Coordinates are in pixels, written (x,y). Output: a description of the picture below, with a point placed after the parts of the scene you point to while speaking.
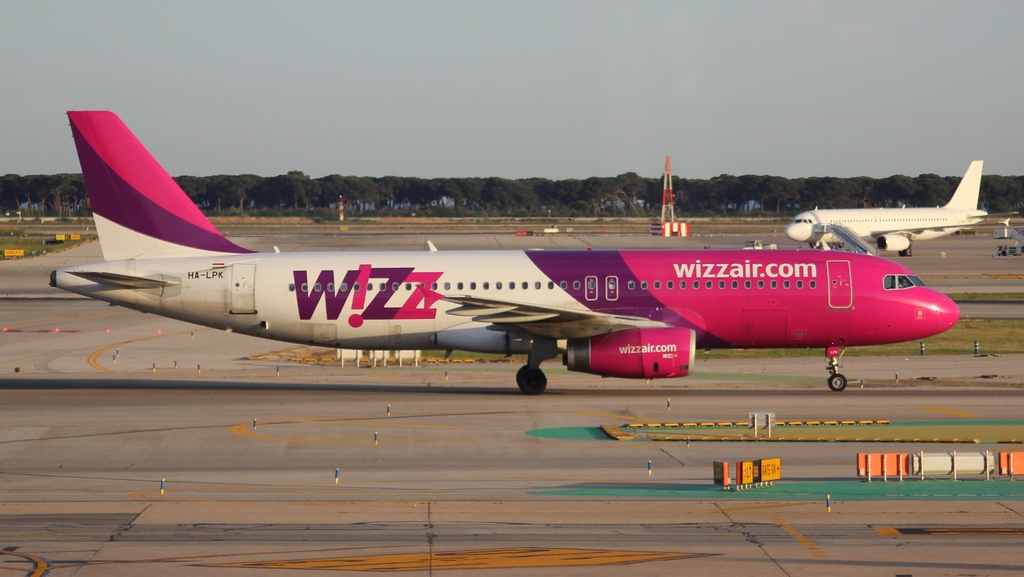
In this image, we can see airplanes (583,255). There is a tower (674,234) on the runway (497,241). There are some trees (727,209) in the middle of the image (359,208). There is a sky (474,59) at the top of the image (455,48).
